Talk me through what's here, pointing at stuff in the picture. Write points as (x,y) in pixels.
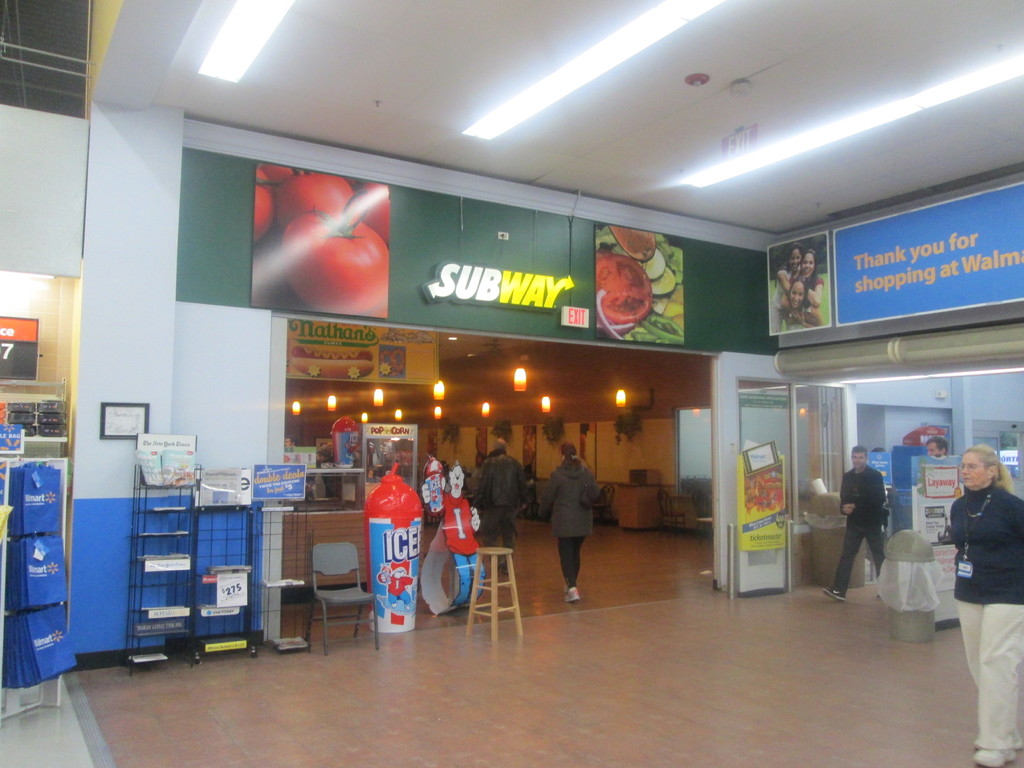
There are some persons (575,536), chair (345,570), table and other objects (200,496) are present in the middle of this image (349,482). There is a text board (312,345) and some posters (316,265) are attached to the wall (717,246) we can see in the middle of this image (455,289), and there are some lights (562,78) at the top of this image (253,44).
